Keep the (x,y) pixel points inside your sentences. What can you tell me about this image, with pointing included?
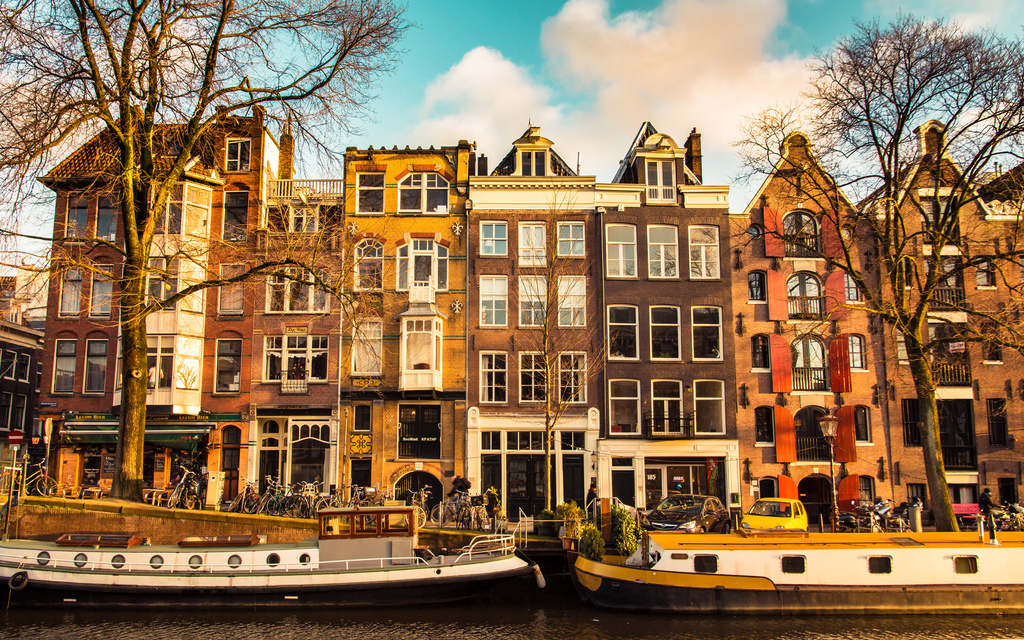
In this image in the front (604,626) there is water (586,630). In the center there are boats (403,554). In the background (310,303) there are buildings (569,373), trees (921,355), cars (697,520) and persons (984,514) and there are vehicles (410,497) and the sky (540,97) is cloudy.
